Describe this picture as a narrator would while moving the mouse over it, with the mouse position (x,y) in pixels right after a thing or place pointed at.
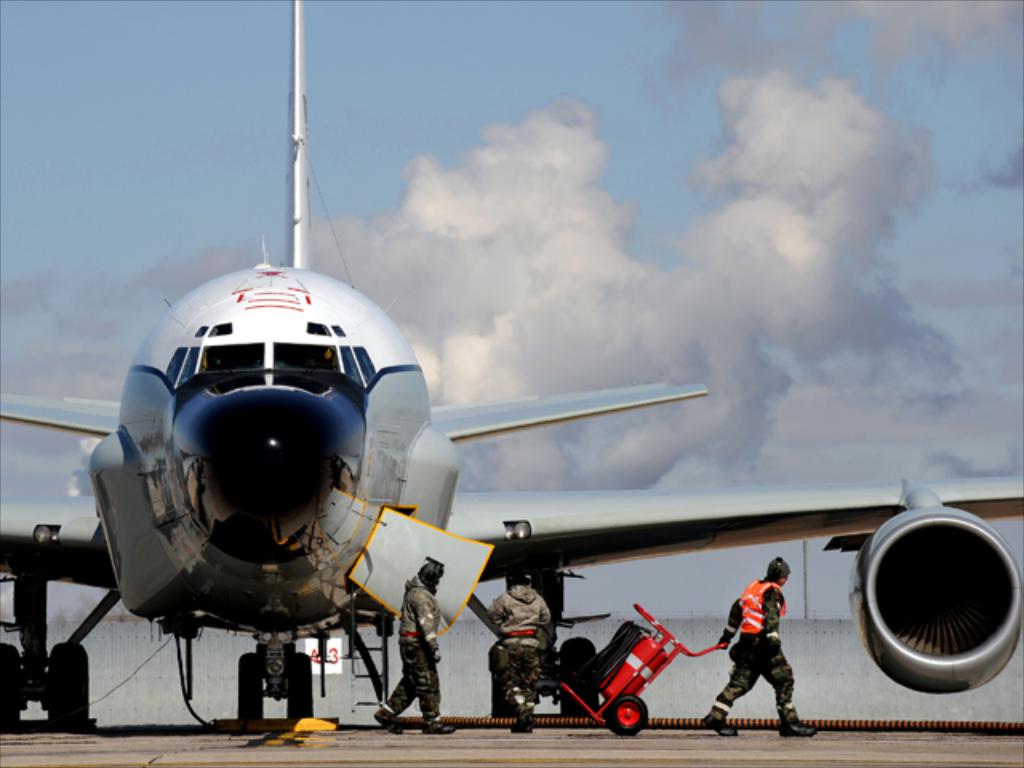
There are people (527,614) and an aircraft (262,505) in the foreground area of the image (197,471) and the sky (493,438) in the background (697,364).
